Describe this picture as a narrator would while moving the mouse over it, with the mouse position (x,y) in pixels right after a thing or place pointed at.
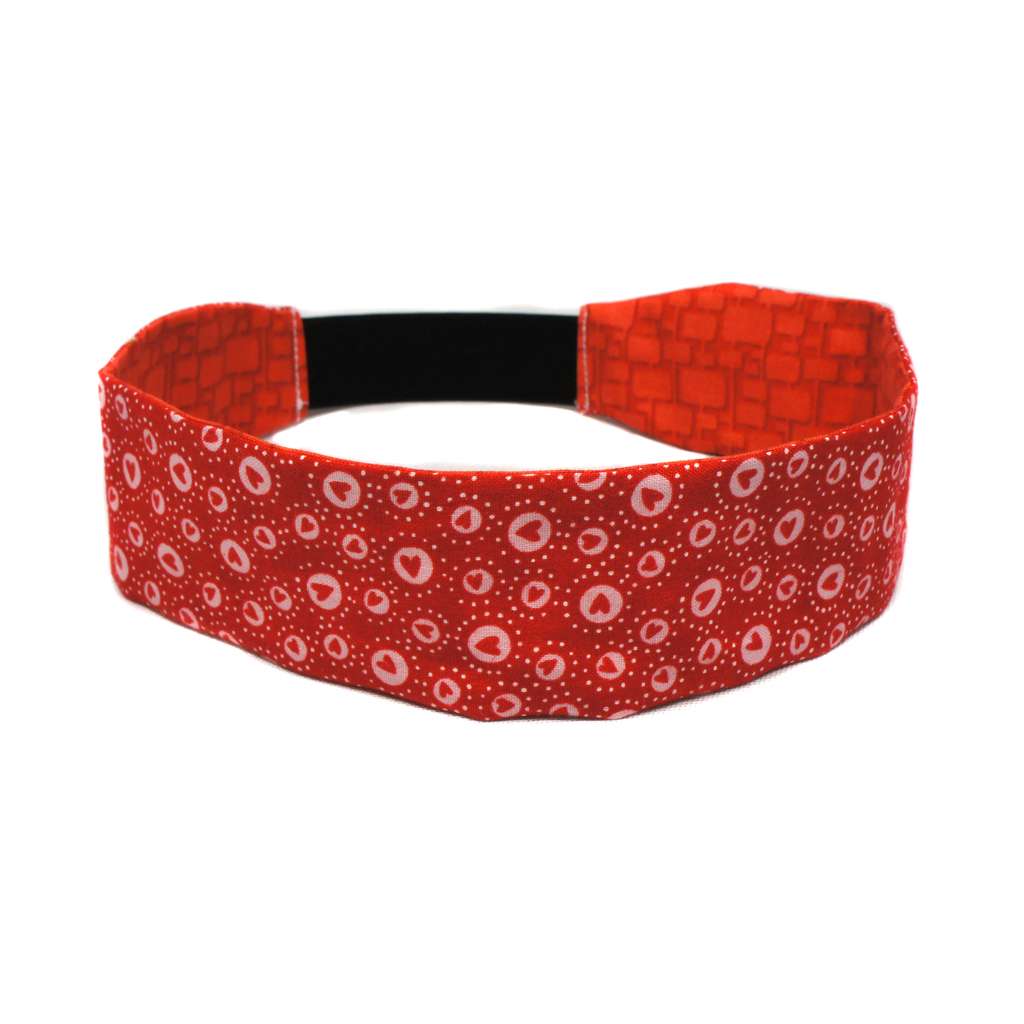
In this image we can see an object (704,413) looks like a belt (598,560) and a white background (498,832).
